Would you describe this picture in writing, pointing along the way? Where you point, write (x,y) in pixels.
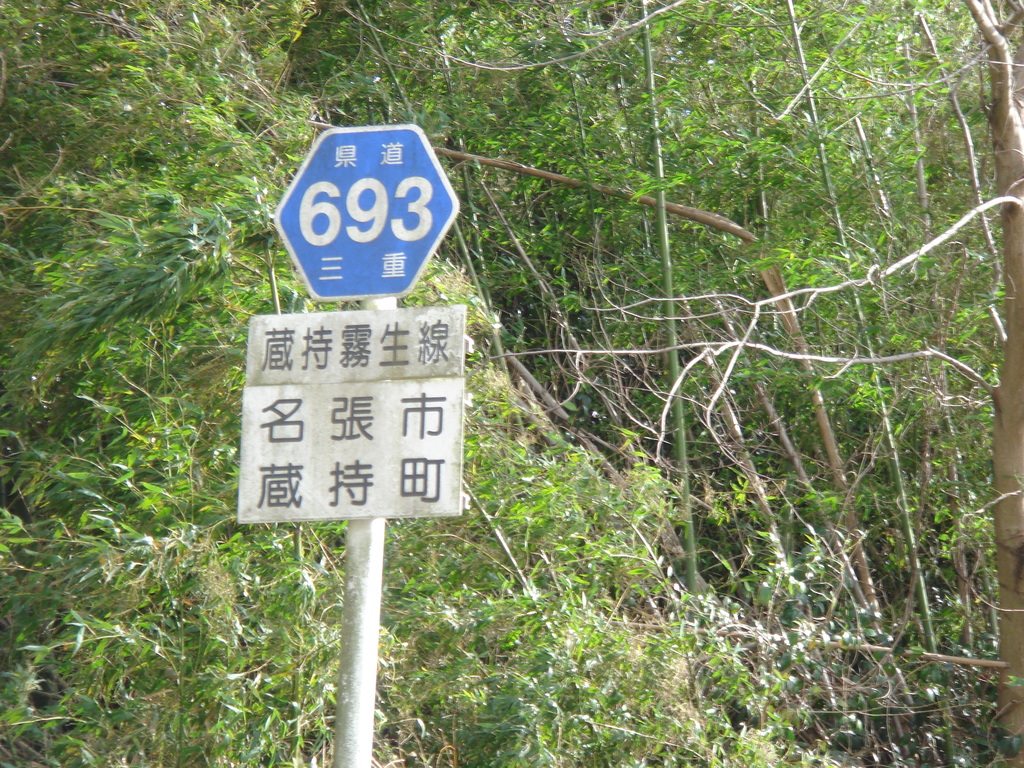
In this image we can see one pole (366,673) with two boards (379,363), some trees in the background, white board (372,374) with text (398,362), blue board (376,139) with text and numbers (421,199).
